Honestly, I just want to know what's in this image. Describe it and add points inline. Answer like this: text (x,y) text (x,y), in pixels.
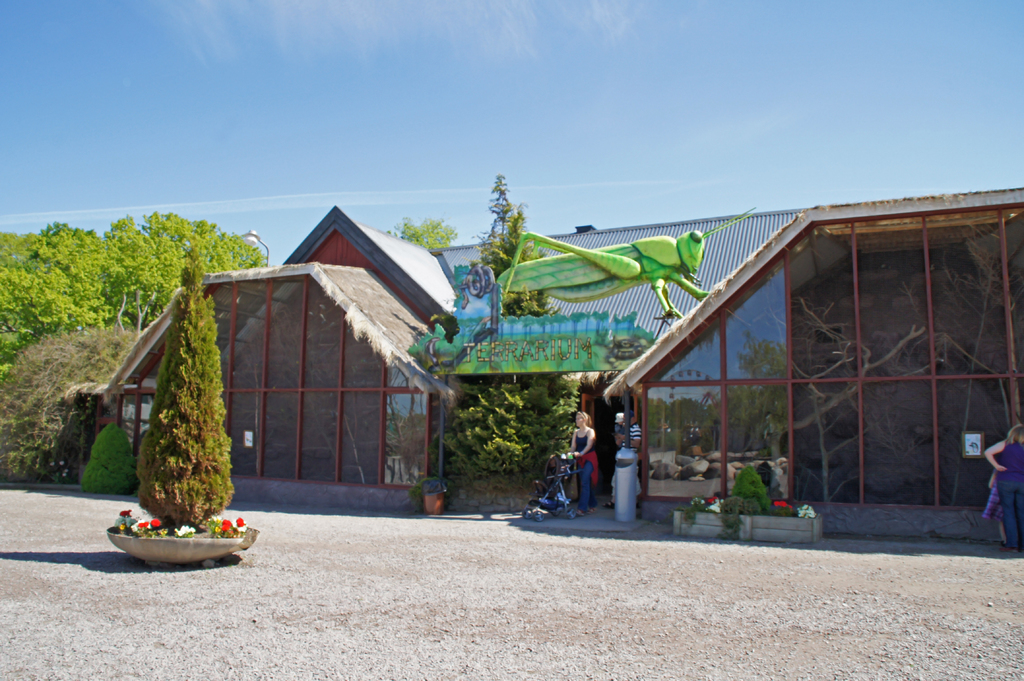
This picture is taken from outside of the building (615,381). In this image, on the right side (1006,431), we can see a woman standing on the land (977,639). In the middle of the image (578,436), we can see two people (621,431) man (623,431) and woman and woman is holding a vehicle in her hand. On the left side (244,543), we can see a flower pot (231,539) with some flowers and a plant (194,518), trees (100,279). In the background (654,279), we can see an insect (637,279) which is in green color, plants (497,412), trees (531,382), building (842,400), glass window (939,278). At the top (173,148), we can see a sky (294,119), at the bottom (552,591), we can see a road (967,563).
